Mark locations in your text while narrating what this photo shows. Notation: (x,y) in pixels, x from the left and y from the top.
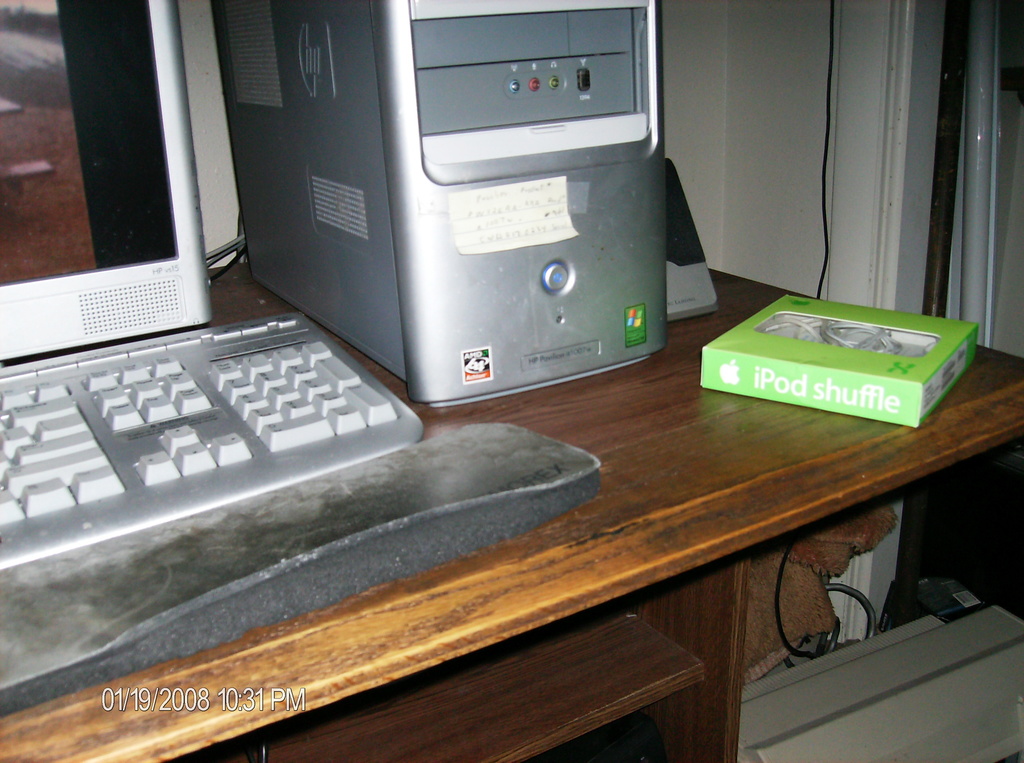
There is a monitor (0,166) keyboard (312,381) and CPU (634,275) on table (686,515) with IPOD shuffle box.
